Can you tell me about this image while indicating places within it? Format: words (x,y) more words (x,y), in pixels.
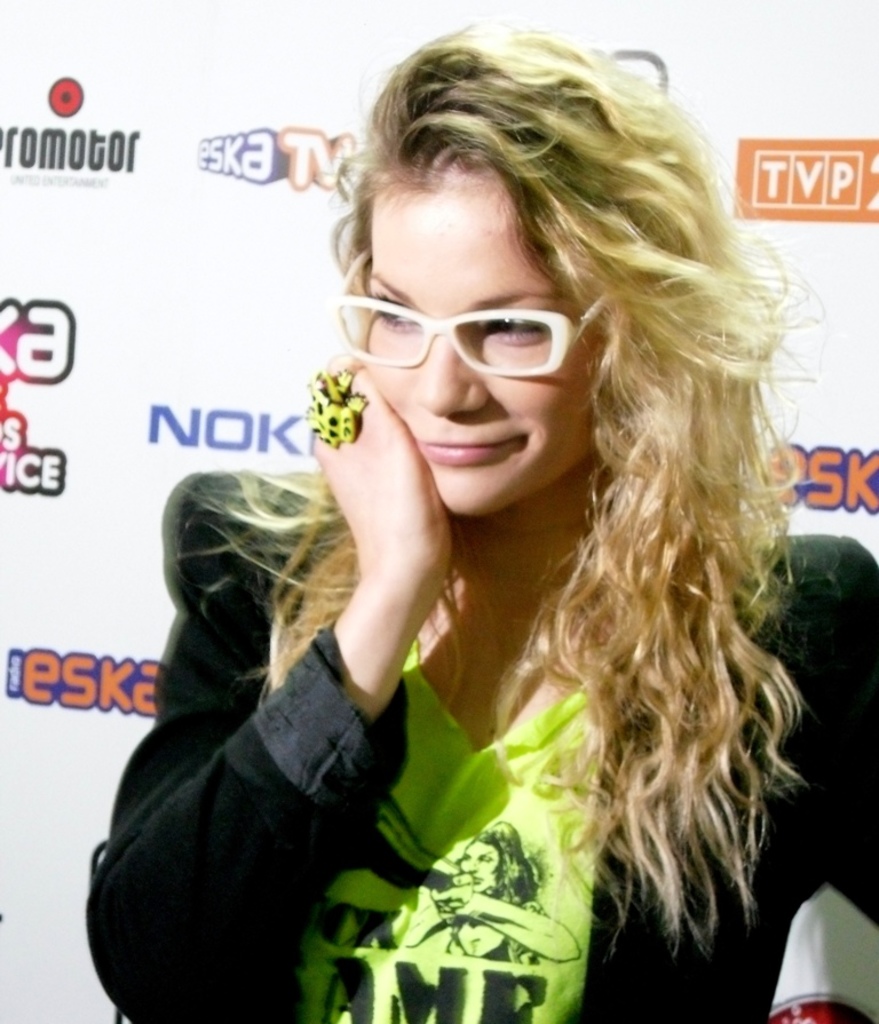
In this image there is a girl (505,699) who is wearing the black coat (769,844) and white spectacles (412,321) is keeping her hand (386,495) on her face (422,414). There is a ring (323,414) to her finger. In the background (231,228) there is a banner (114,283).
